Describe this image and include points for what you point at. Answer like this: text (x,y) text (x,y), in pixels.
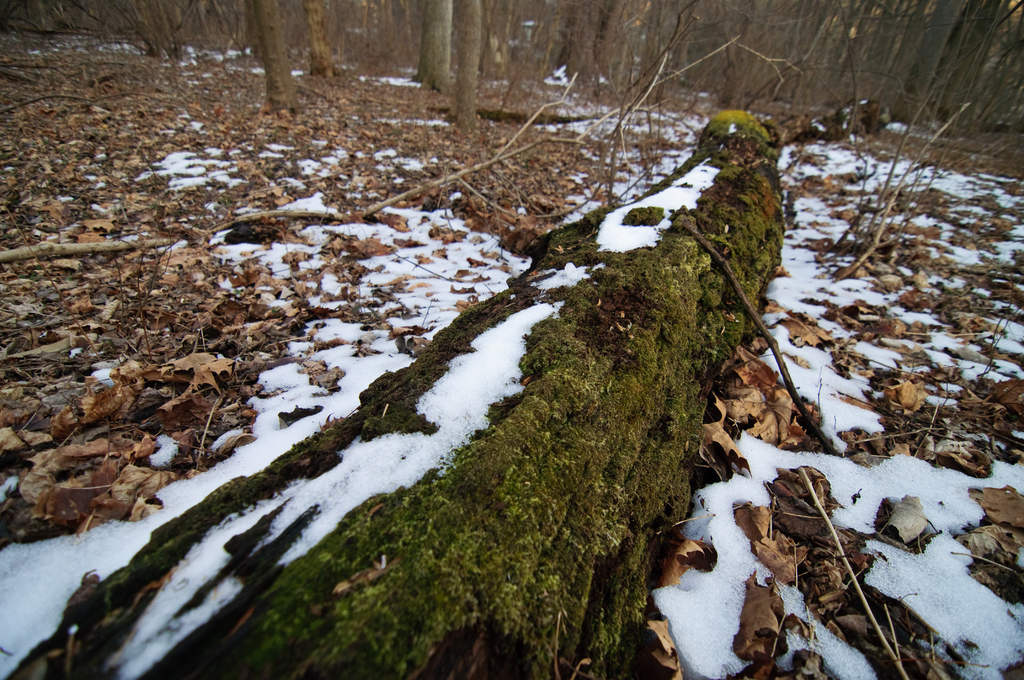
This is snow (441,409). There are dried leaves (194,273) and trees (814,83).
